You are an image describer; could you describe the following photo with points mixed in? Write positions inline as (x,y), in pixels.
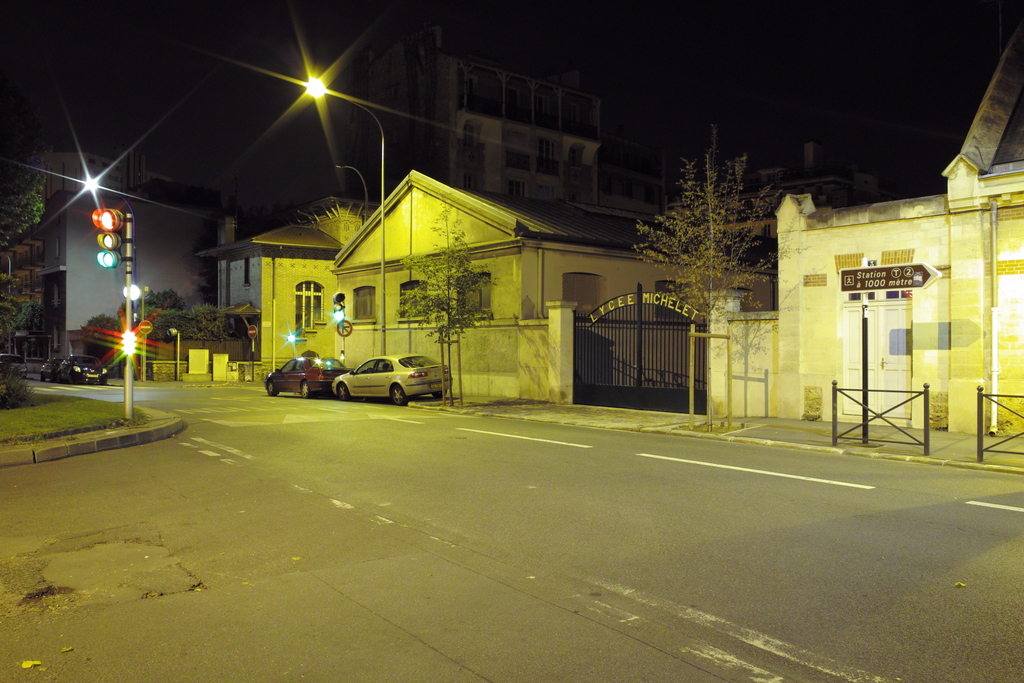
This image consists of buildings (1006,197). In the front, there are two cars (415,384) parked on the road (300,463). At the bottom (389,544), there is a road (213,527). On the left (114,235), we can see a signal pole (121,217). At the top (600,55), there is a sky (690,106). In the middle (645,231), we can see a small tree (686,294). In the front (622,375), there is a black gate (624,392).
